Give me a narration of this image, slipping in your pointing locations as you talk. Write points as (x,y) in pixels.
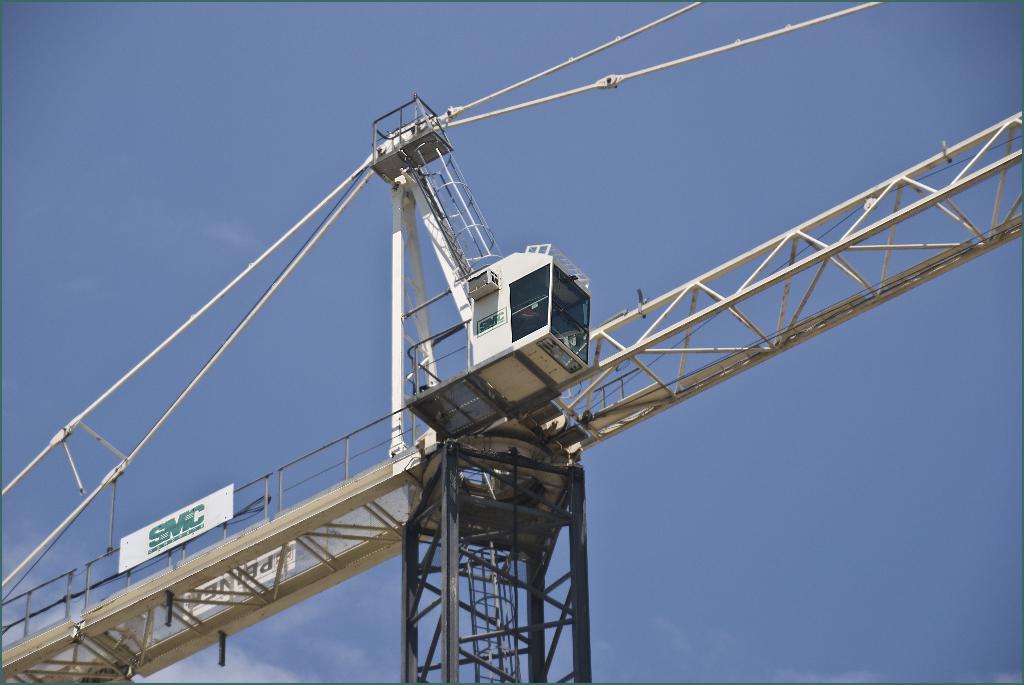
In the image there is a huge crane (362,500) which is used in construction of massive buildings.
